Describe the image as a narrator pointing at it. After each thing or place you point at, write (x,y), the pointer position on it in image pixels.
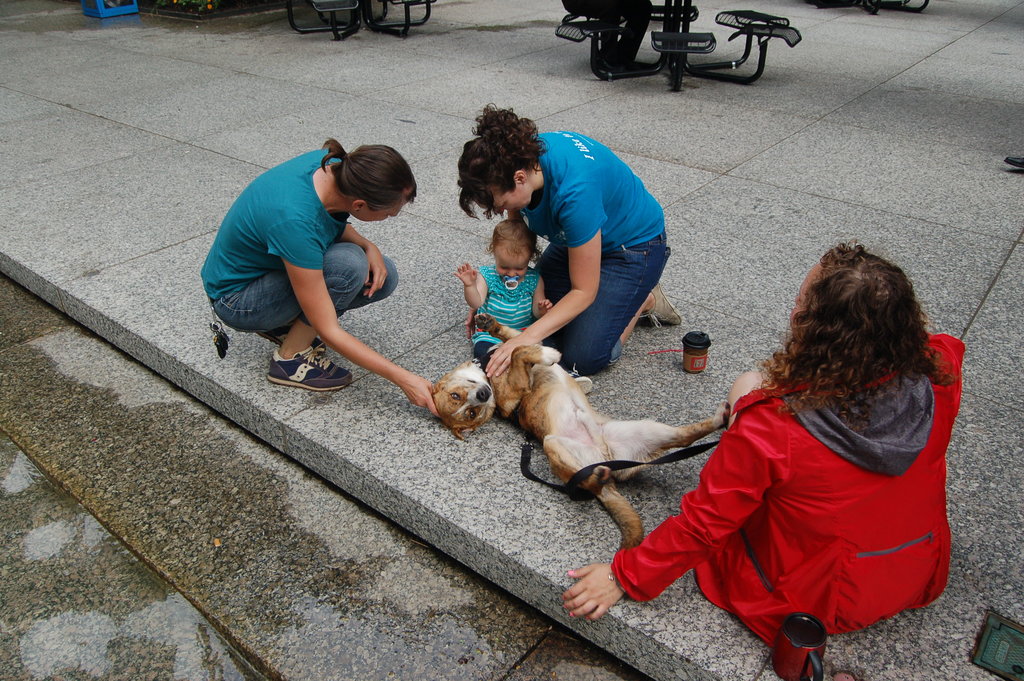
In this image there are group of people (393,278). The women (889,513) at the right side (857,490) wearing a red colour jacket (813,517) is sitting on the floor (947,624). In the center (541,422) there is a dog (539,418) and a small girl (503,287). The women (573,217) wearing a blue colour shirt (603,197) in the center (557,283) is keeping her hand (504,356) on the dog (516,364). At the left side (279,257) the person (276,239) squatting is keeping the hand (417,396) on the head (449,404) of the dog (443,403). In the background (751,30) there is a bench (710,48). At the bottom left (92,468) the floor (92,455) is wet.
